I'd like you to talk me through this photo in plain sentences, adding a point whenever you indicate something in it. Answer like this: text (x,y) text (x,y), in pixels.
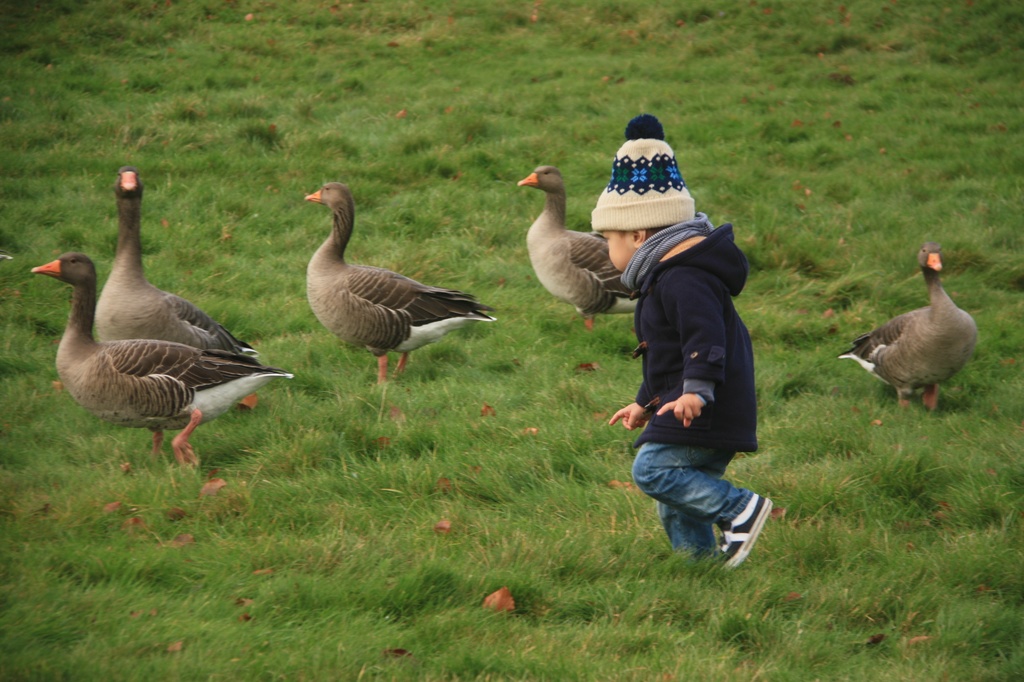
In this picture we can observe some geese (949,339) which are in brown and white color. These geese (125,296) are on the ground (460,427). We can observe a kid (663,395) walking on the ground (622,319). He is wearing blue color hoodie (645,318) and a cap (645,221) on his head (636,231). There is some grass (617,331) on the ground (423,498).
